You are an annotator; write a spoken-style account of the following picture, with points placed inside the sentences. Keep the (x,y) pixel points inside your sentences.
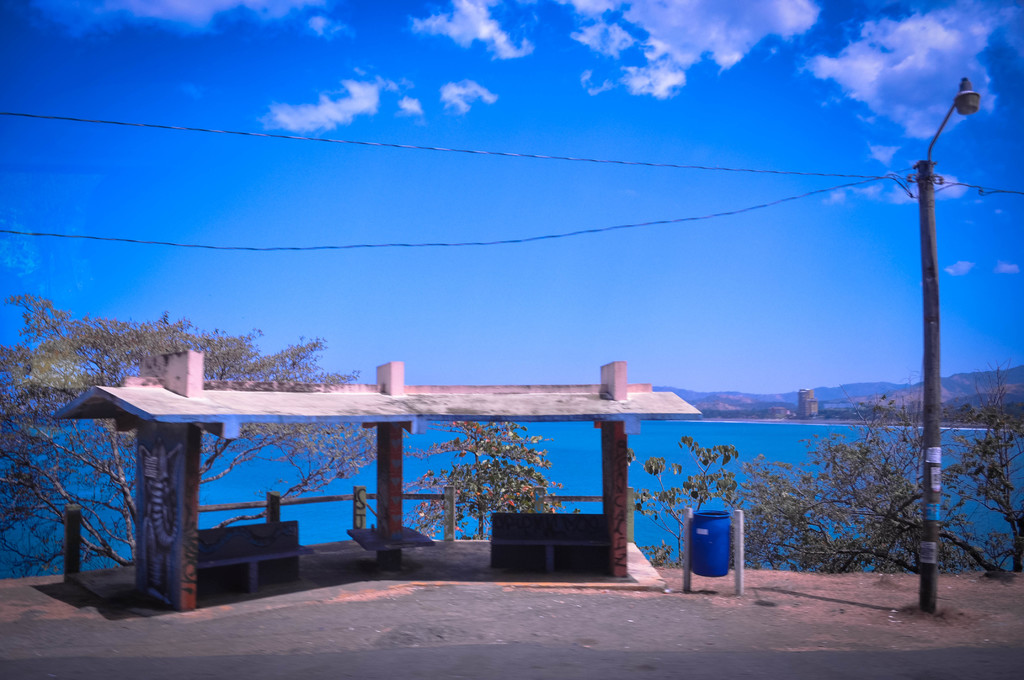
In this image we can see a shed (610,488) and there are few benches (596,518) and to the side, we can see a tub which looks like a dustbin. There are some trees (762,527) and we can see the water (680,453) and there is a street light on the right side of the image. In the background (900,395), we can see the mountains (964,388) and at the top (912,116) we can see the sky (1009,98).
